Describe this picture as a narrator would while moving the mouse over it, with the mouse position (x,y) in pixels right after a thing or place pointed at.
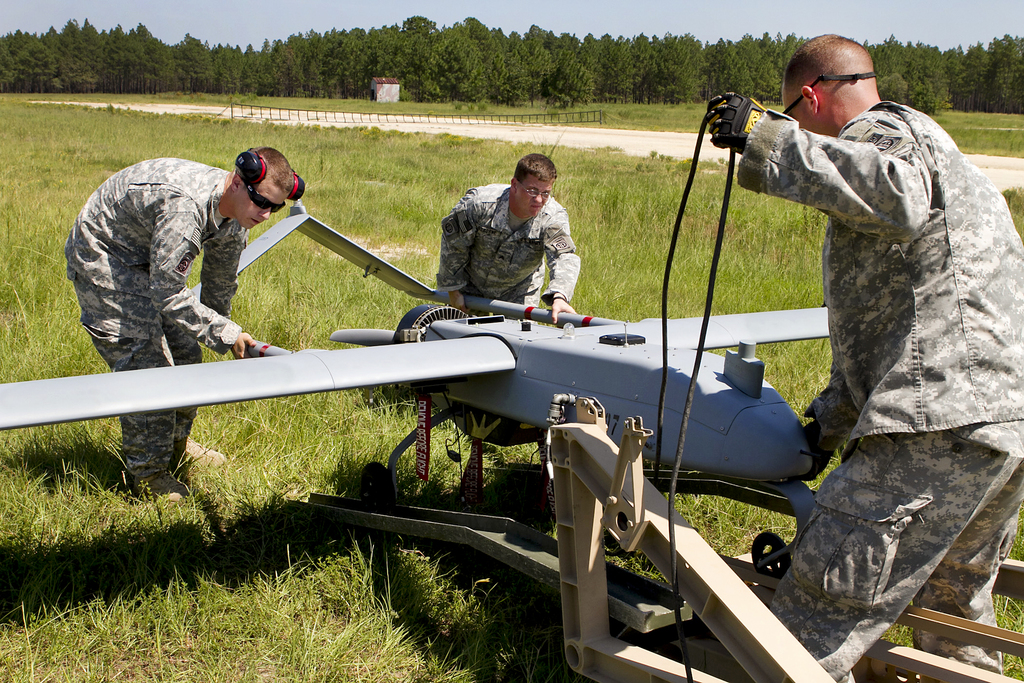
In this picture there is a small aircraft drone (533,376) in the grass field (348,147). Beside there are three military boys (926,252) around the aircraft (707,357). Behind there is a grass field (338,129) and some trees (479,34) in the background (352,78).
